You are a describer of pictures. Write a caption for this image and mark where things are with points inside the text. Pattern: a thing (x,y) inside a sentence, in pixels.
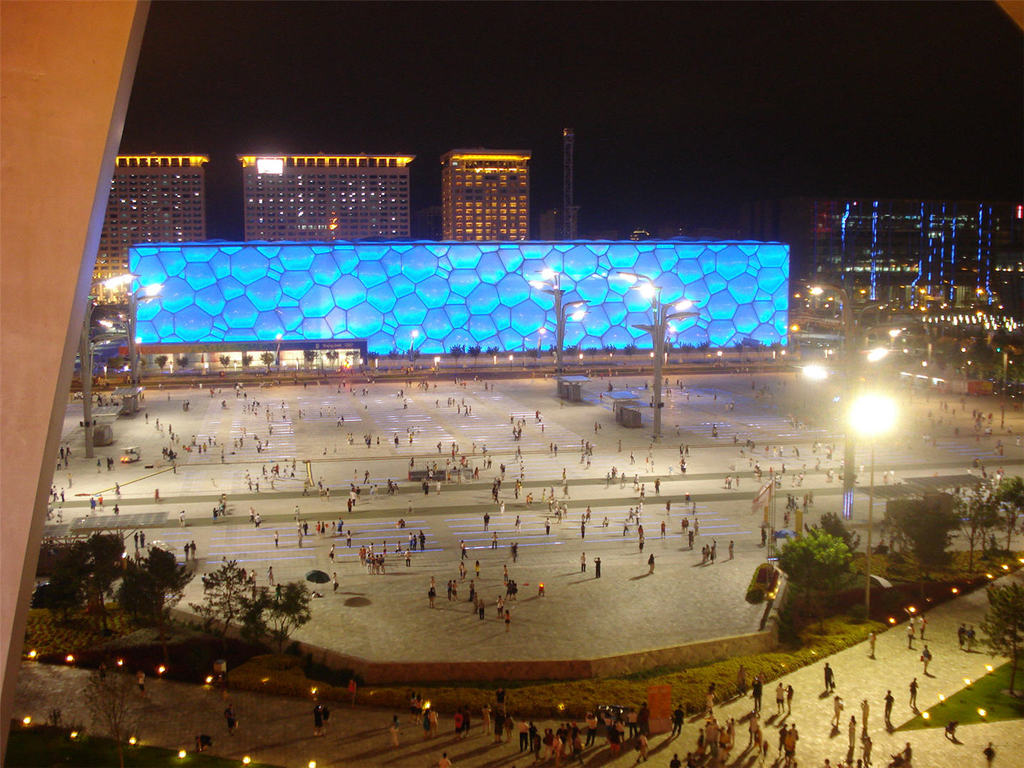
In this image we can see a few people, there are some poles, lights (132,740), tables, trees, buildings (297,268) and a tower (572,185), also we can see the background (609,220) is dark.
